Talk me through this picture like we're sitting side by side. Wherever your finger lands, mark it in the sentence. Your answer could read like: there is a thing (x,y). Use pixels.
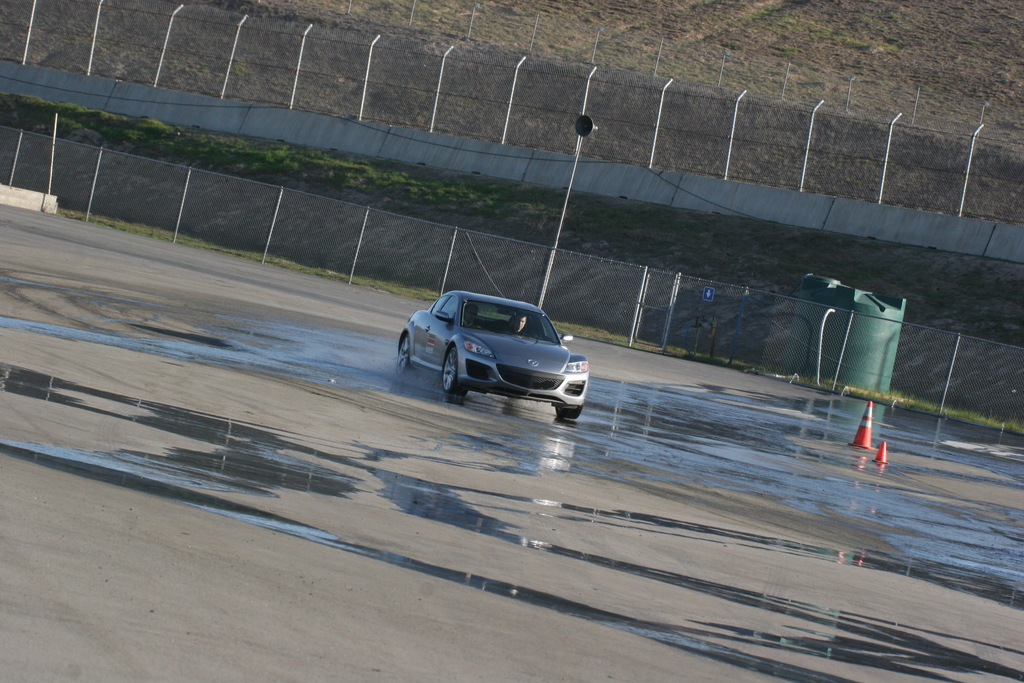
In this image, in the middle (488,343), we can see a car (505,341) moving the road (612,545). In the background (862,326), we can see net fence (811,304), metal poles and a grass (960,97).
